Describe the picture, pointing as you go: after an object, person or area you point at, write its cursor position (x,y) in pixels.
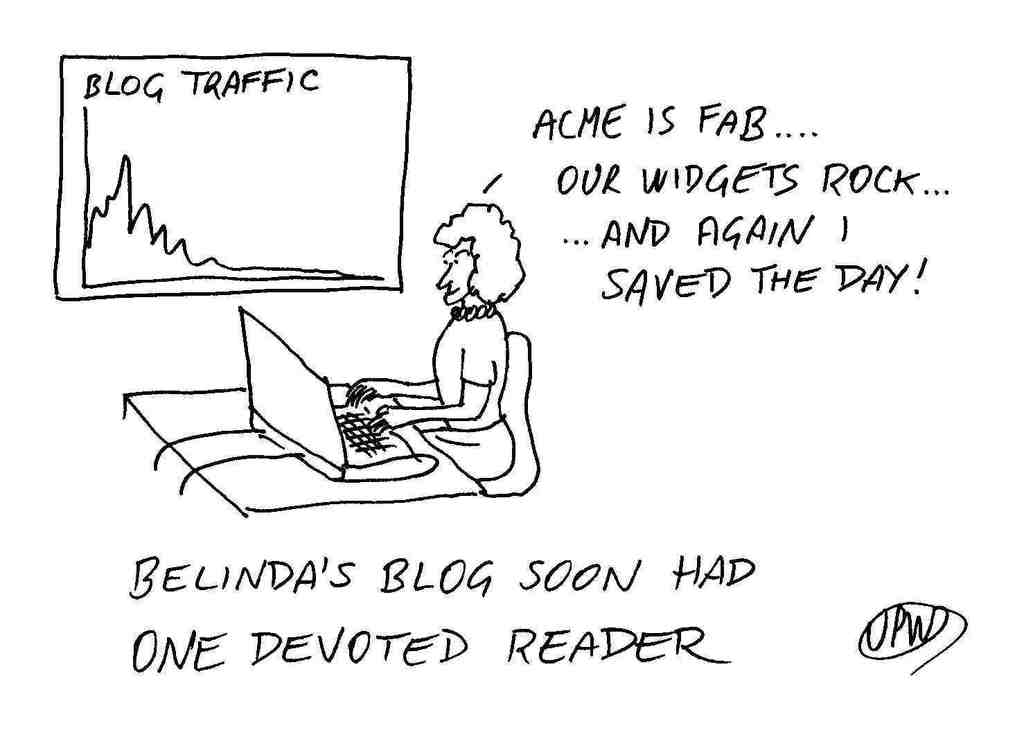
This is a sketch of an image. In the image there is a lady (491,397) sitting on the chair (525,481). In front of the lady (468,331) there is a table (245,408) with a laptop (281,409) and wires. Beside her there is a graph (139,147) and also there is something written in the image.
